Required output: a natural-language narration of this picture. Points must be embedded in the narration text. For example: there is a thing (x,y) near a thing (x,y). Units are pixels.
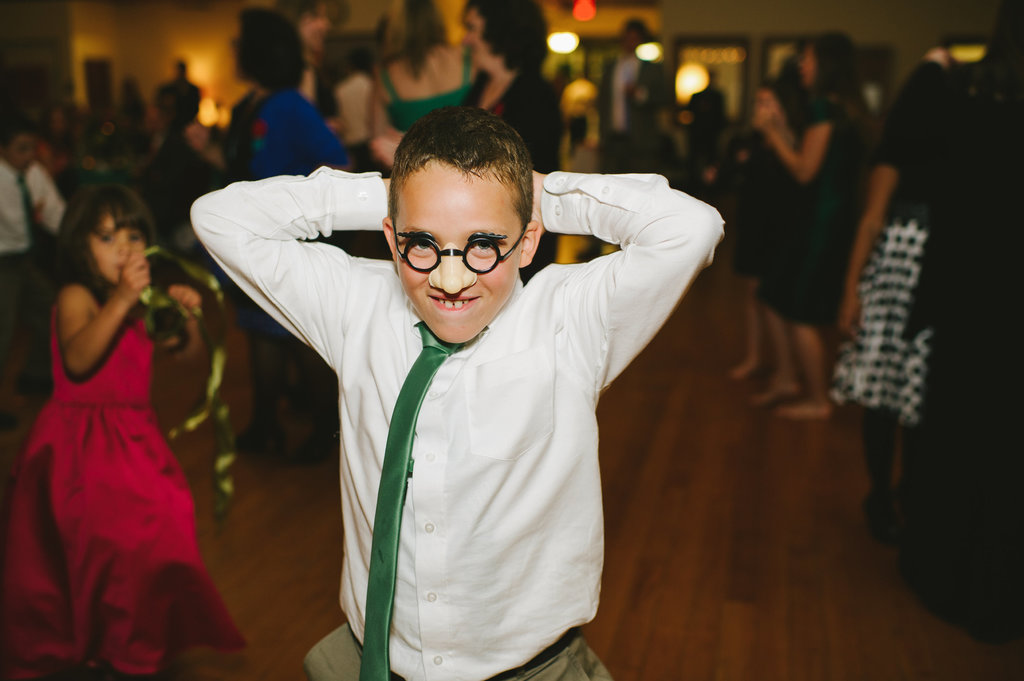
In the foreground of the picture (458,332) there is a boy (502,334) dancing. The background (593,64) is blurred. In the background (249,124) many people (256,144) are standing, few (454,78) are dancing. At the top (683,70) there are lights (565,31).
